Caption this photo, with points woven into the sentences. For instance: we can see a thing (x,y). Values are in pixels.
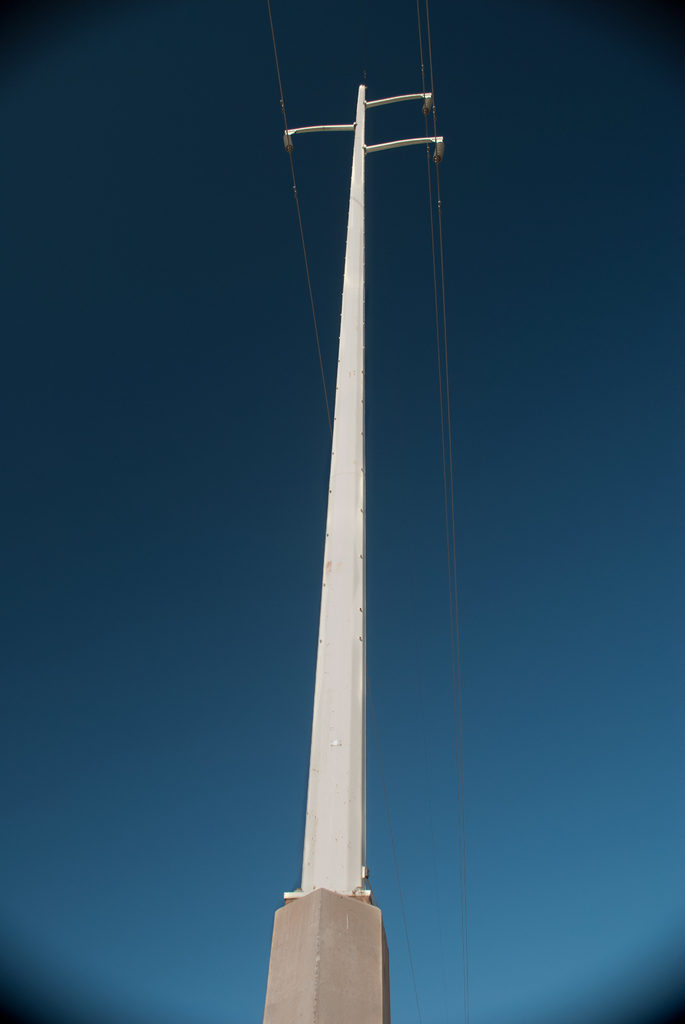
In this picture there is a pole (364,283) in the center (349,422) and there are wires (439,358) attached to the pole (352,579).
